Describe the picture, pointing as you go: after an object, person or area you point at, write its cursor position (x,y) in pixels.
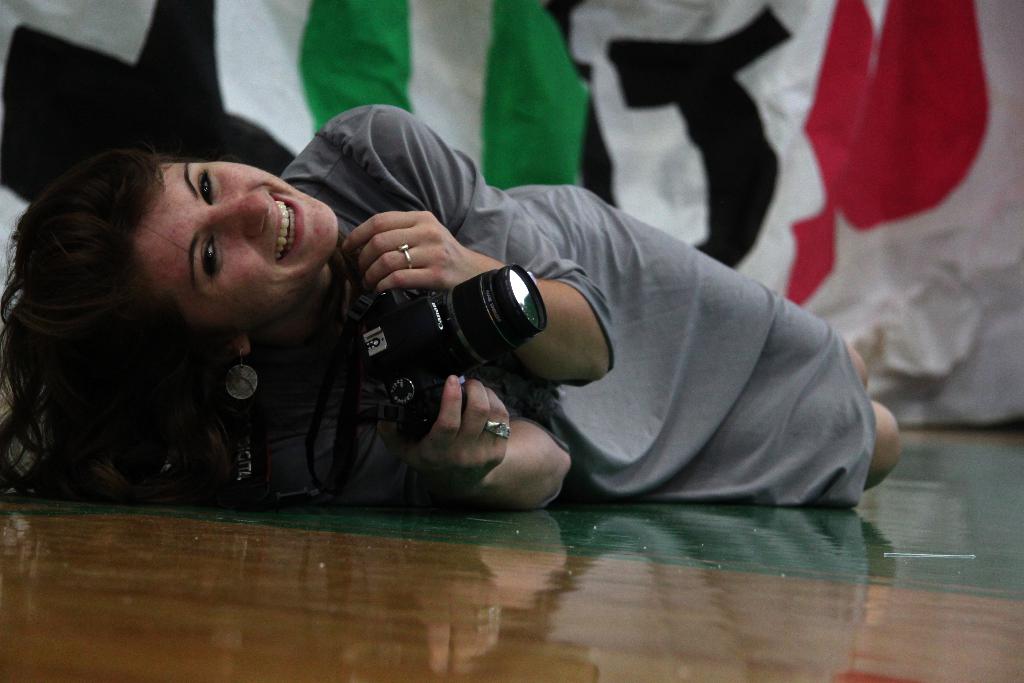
In this image I can see a person (681,350) lying on the floor (569,611) and holding the camera (485,293). At the back (551,75) there is a banner (686,175).
